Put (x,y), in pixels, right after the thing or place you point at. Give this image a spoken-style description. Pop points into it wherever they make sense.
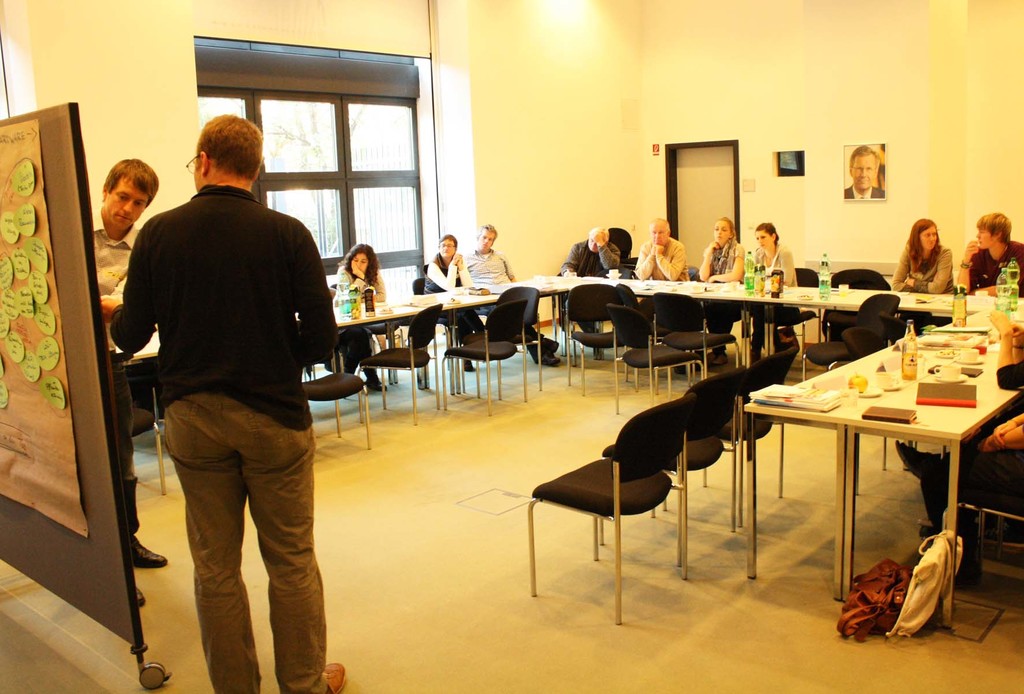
In this Image I see number of people (242,410) in which most of them are sitting on chairs (739,458) and these 2 are standing over here and I can also see there are tables (926,381) in front of them on which there are few things (932,338). In the background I see the windows (393,209), door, a photo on the wall (605,125).
